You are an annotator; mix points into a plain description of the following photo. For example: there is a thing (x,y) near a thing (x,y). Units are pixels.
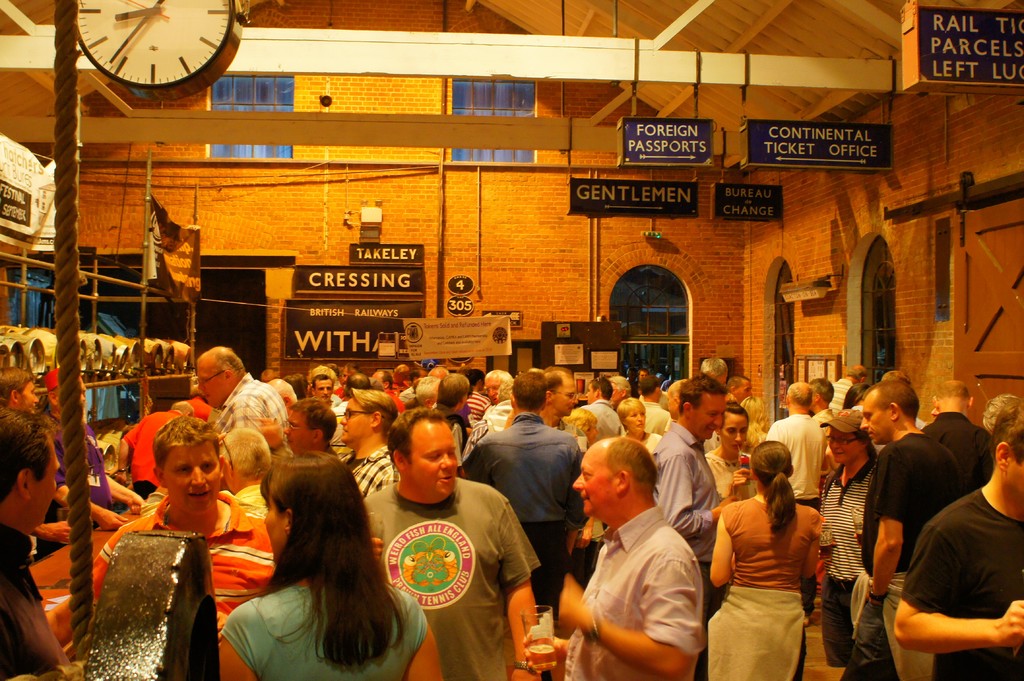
At the bottom of the image (368,572) there are people (572,425). In the background of the image (403,184) there is wall (563,264). There is window (630,279). There are name boards (652,125). At the top of the image (547,59) there is ceiling (407,46). There is clock (152,30).
